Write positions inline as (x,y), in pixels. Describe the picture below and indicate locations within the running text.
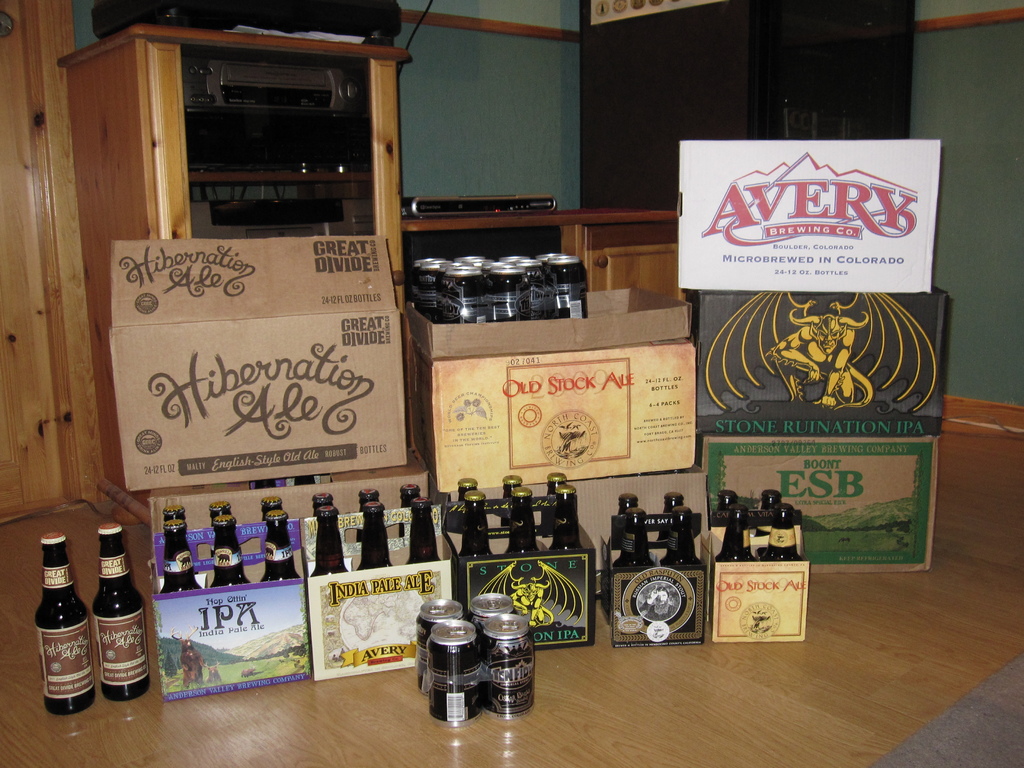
In the foreground of the picture (460,357) we can see boxes (456,375), bottles (423,554), tins (482,649) and floor (662,715). In the middle of the picture (408,267) there are some electronic gadgets (215,119) and wooden objects (25,128). In the background (532,89) there is wall (440,128).
